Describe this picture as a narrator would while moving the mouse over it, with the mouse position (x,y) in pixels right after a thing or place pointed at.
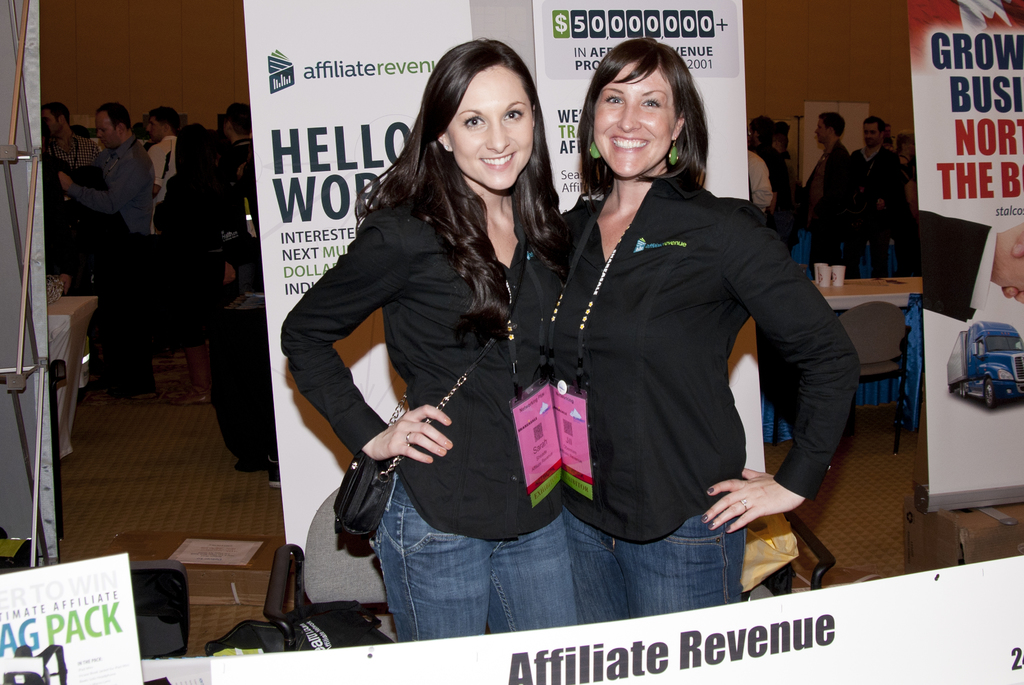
In this picture we can see two women (478,449) standing. Behind the women (456,458), there are banners (348,141), tables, people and a wall (765,73). There are cups (821,277) on the table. On the right side of the image (963,201), there is another banner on the cardboard box (928,532). On the left side of the image (38,279) there is an object (21,260). At the bottom of the image (370,676), those are looking like boards (1022,599).
